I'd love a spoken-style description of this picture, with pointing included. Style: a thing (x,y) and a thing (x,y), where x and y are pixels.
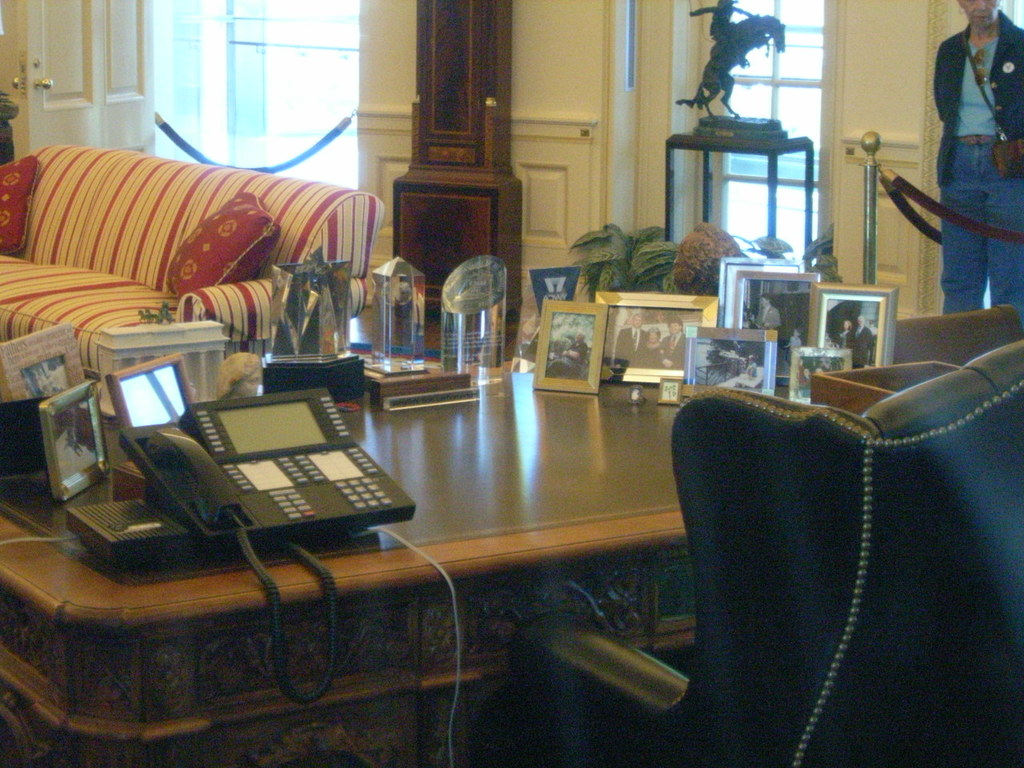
In the image we can see a person (967,143) standing, there is a sofa (154,221), table (509,468), photo frame (652,345) and a telephone (323,475).
